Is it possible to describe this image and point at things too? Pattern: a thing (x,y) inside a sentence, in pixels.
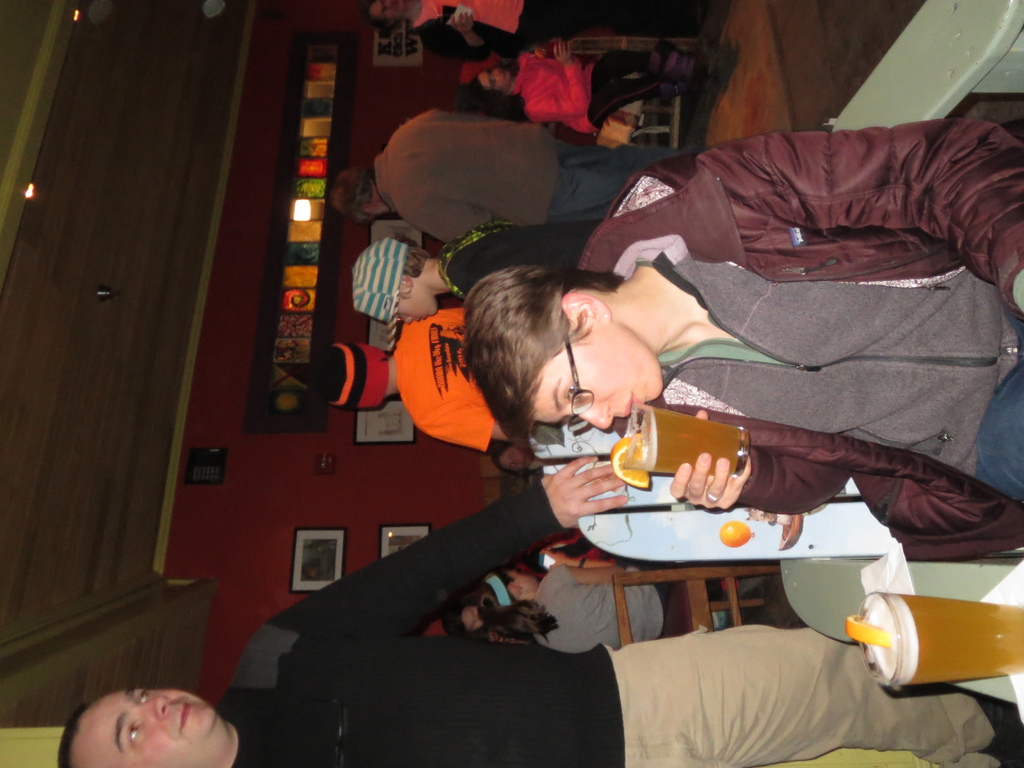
In this image I see number of people (524,73) in which few of them are sitting and I see that this woman (770,381) is holding a glass (669,420) near to her mouth (630,398) and I see another glass (897,627) over here. In the background (386,548) I see the wall (371,534) and I see 2 photo frames (380,557) over here and I see the ceiling (100,184).
